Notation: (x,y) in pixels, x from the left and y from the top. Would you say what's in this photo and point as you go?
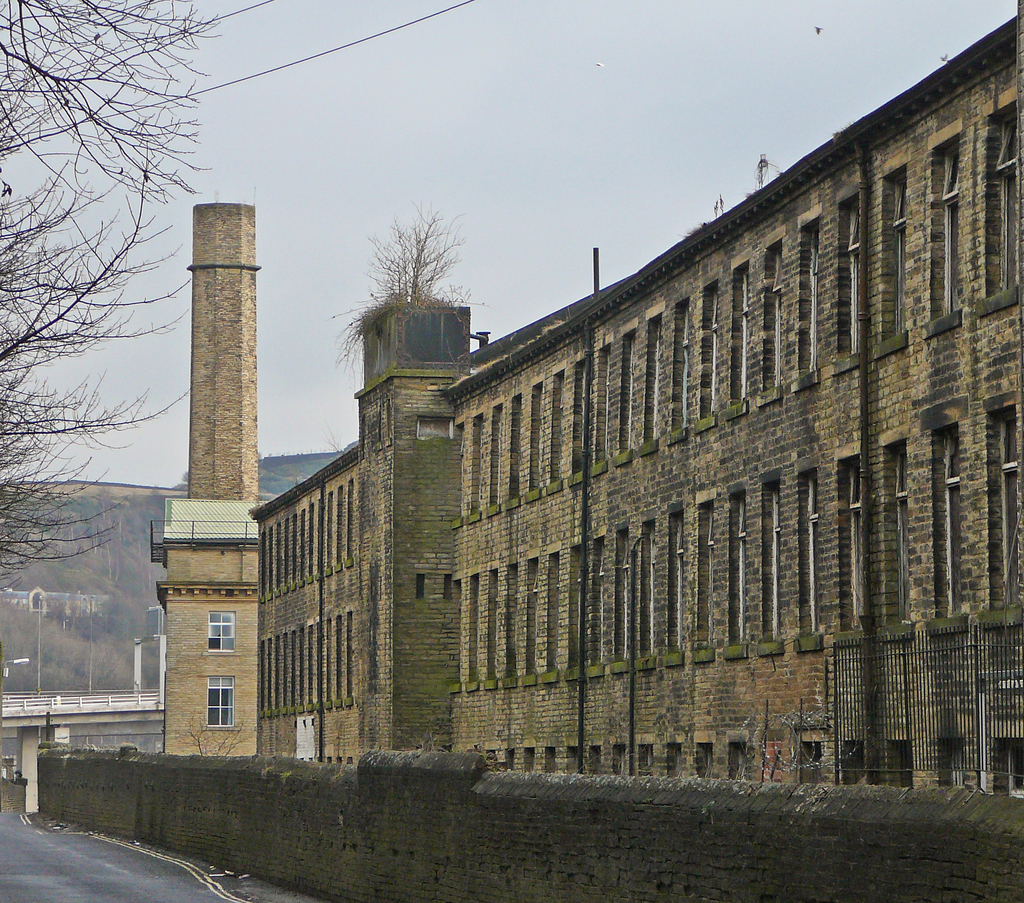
In this image there is a building (715,539). At the bottom (915,868) there is a wall (471,818). On the left (13,702) we can see a bridge (18,719). In the background (78,613) there are trees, wires (240,80) and sky (371,100).
